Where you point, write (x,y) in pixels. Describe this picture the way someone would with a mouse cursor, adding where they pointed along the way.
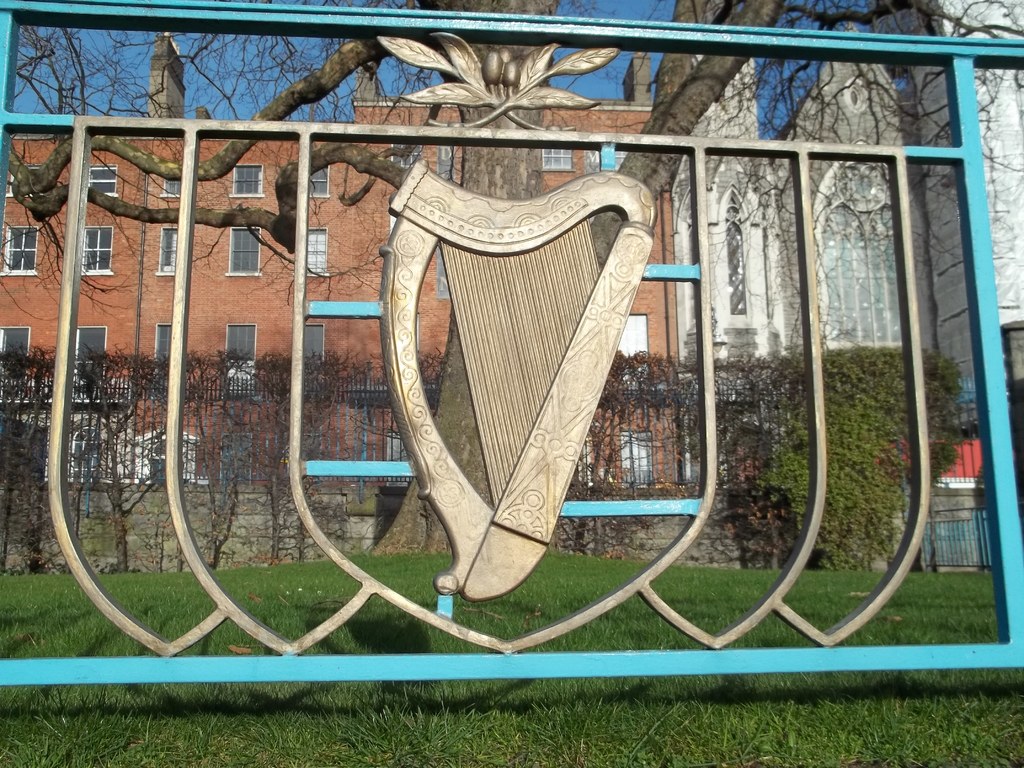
In this picture we can see a fence (176,473), grass (706,578), trees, buildings (949,208) with windows (851,302) and in the background (328,56) we can see the sky (353,84).
